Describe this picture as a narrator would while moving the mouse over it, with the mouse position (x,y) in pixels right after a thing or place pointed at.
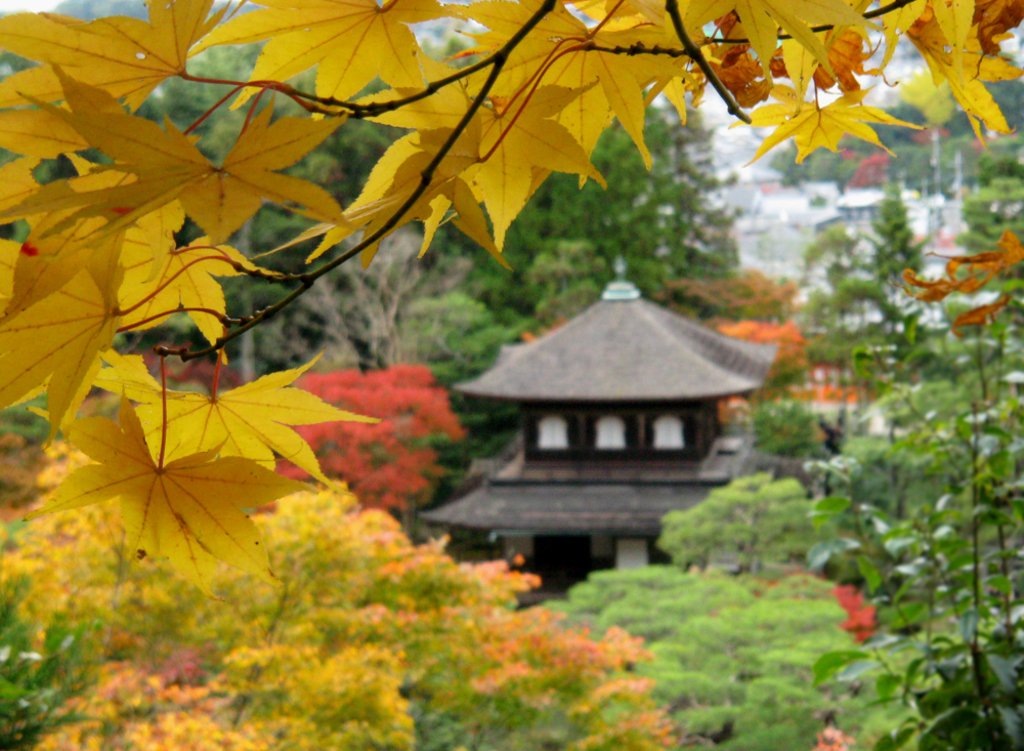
In the image there are yellow leaves (526,87) to the branch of a tree (684,5) and behind that tree (218,509) there are many other trees (481,334) and in between the trees (447,433) there is some architecture (641,411).
